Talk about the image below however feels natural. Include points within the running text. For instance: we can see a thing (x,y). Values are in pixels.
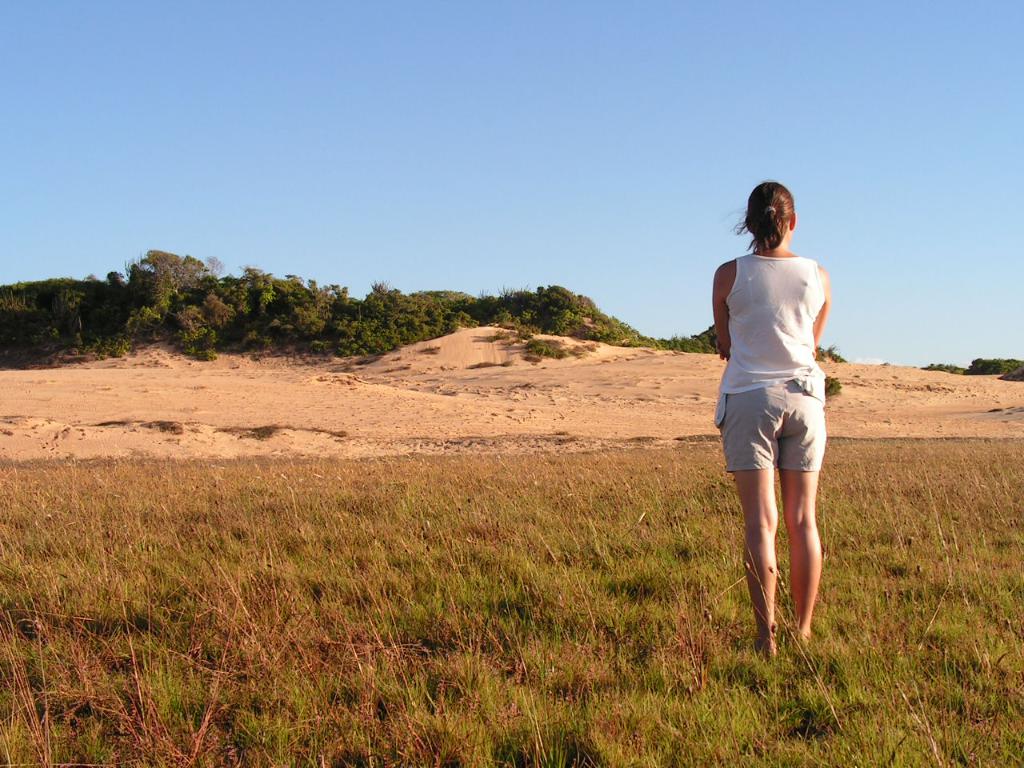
In this image, we can see a woman (795,469) is standing on the grass (796,635). Background (879,397) we can see few plants (197,345) and sand (434,375). Top of the image (531,173), there is a clear sky (452,221).
